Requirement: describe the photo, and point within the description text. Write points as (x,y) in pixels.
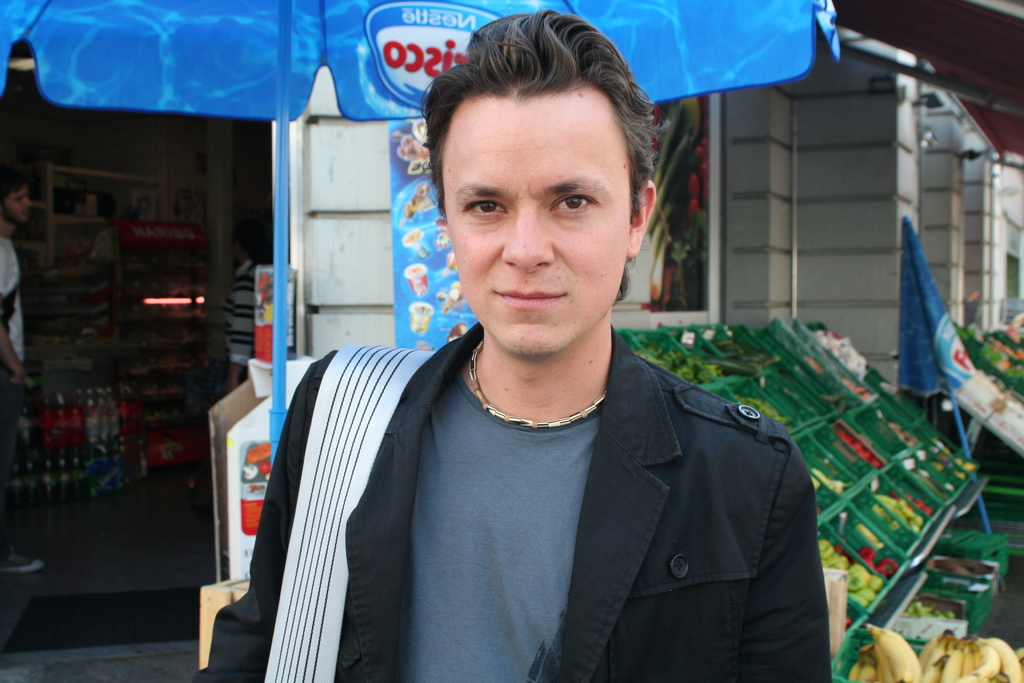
In front of the picture, we see the man (519,467) in the black jacket (580,562) is standing. He might be posing for the photo. Behind him, we see the baskets (832,466) containing fruits (923,610) and vegetables (874,578), In the right bottom (970,654), we see the bananas (962,671). Behind him, we see a blue board (419,233) and a tent (302,65) in blue color. On the left side (8,185), we see a man (4,445) is standing. Beside him, we see many cool drink bottles (87,421). Beside that, we see the refrigerator (134,352) in which bottles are placed. Behind that, we see a white wall (349,188) and a man (241,270) is standing. On the right side (842,435), we see a table (986,390) on which the green baskets (979,351) containing fruits (1006,346) and vegetables (993,349) are placed. Beside that, we see a flag (935,322) or a tent (935,322) in blue color. Behind that, we see the pillars (884,211) and a wall (747,255) on which a photo frame (697,257) is placed.
